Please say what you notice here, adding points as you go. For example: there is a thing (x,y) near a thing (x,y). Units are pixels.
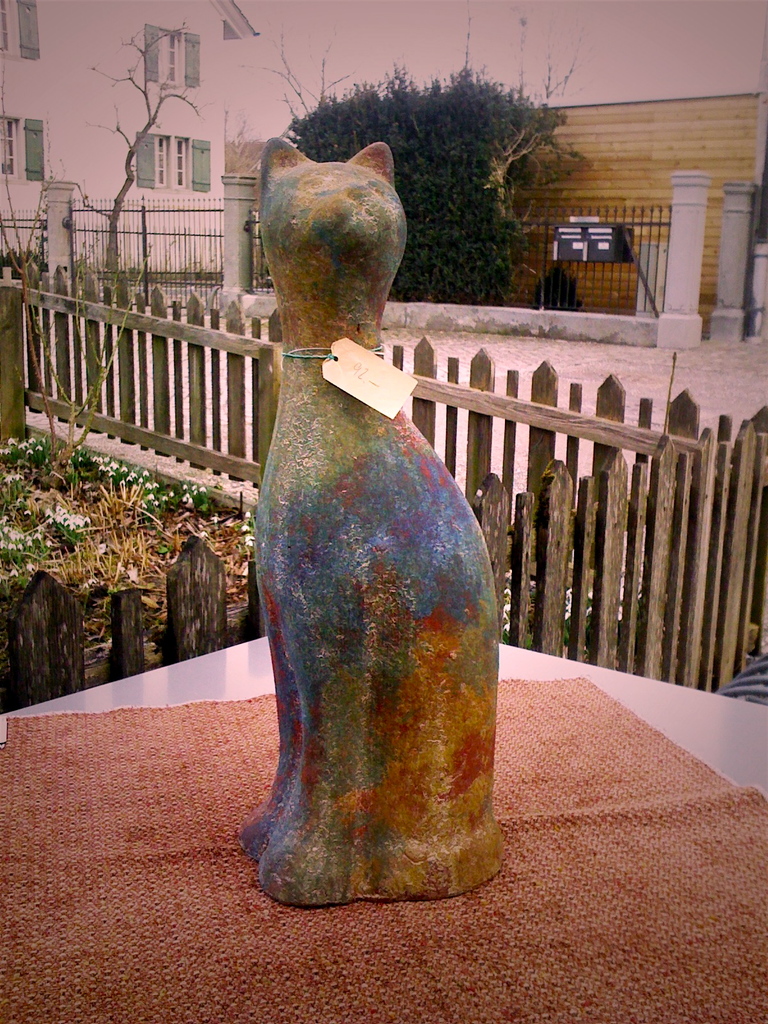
In this image I see a sculpture (289,470) on this red color cloth (51,787) and in the background (59,526) I see the plants (116,504) on which there are flowers (143,472) and I see the wooden fencing (153,319) over here and I see the path (398,339) and I can also see the fencing (59,189) over here and I see the trees (443,134), a building (201,18) and the sky (539,47).
